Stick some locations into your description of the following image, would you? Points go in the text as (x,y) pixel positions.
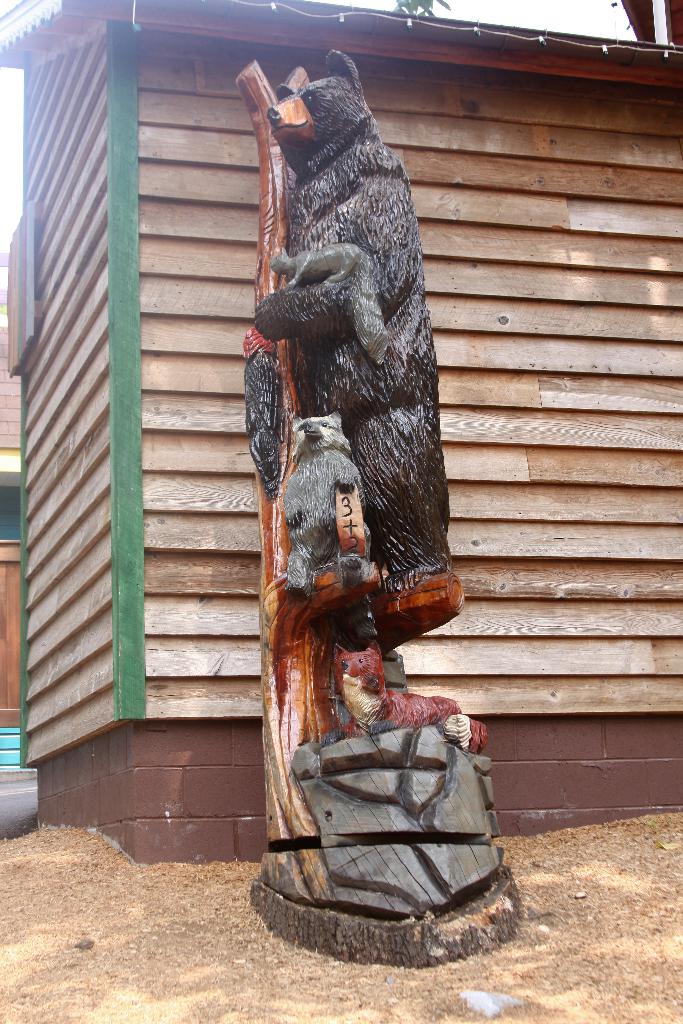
In this image in the center (355,538) there is a wooden sculpture (346,677) and in the background (438,676) there are some houses (45,522), at the bottom (369,971) there is sand (558,958).
